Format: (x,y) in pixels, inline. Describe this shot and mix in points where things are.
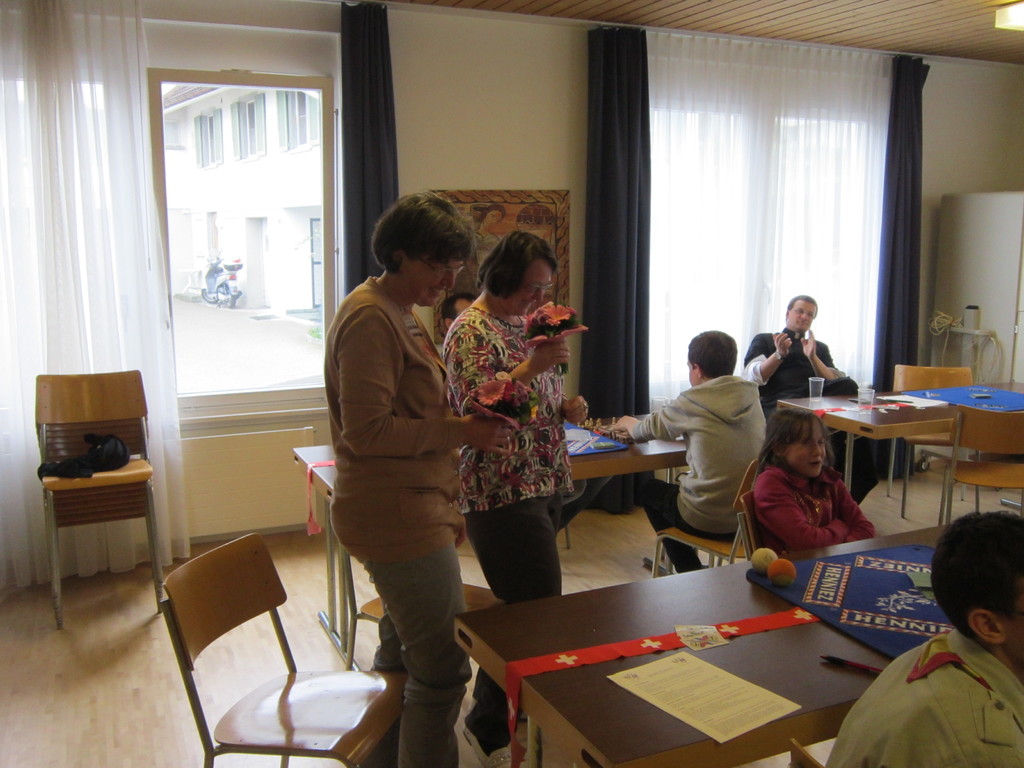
There are two ladies (440,375) standing and holding flowers (489,397) in their hand (526,376). In front of them there is a table (531,660). On the table (697,757) there is a paper (726,693), blue color cloth (835,608), two balls (789,576) and pen (835,662). To the right bottom (970,667) there is man (1014,686) sitting. In the background (825,481) there are three people (779,379) sitting. In the background (738,237) there is a white and black color curtain (667,164). There are some chairs (323,752).
